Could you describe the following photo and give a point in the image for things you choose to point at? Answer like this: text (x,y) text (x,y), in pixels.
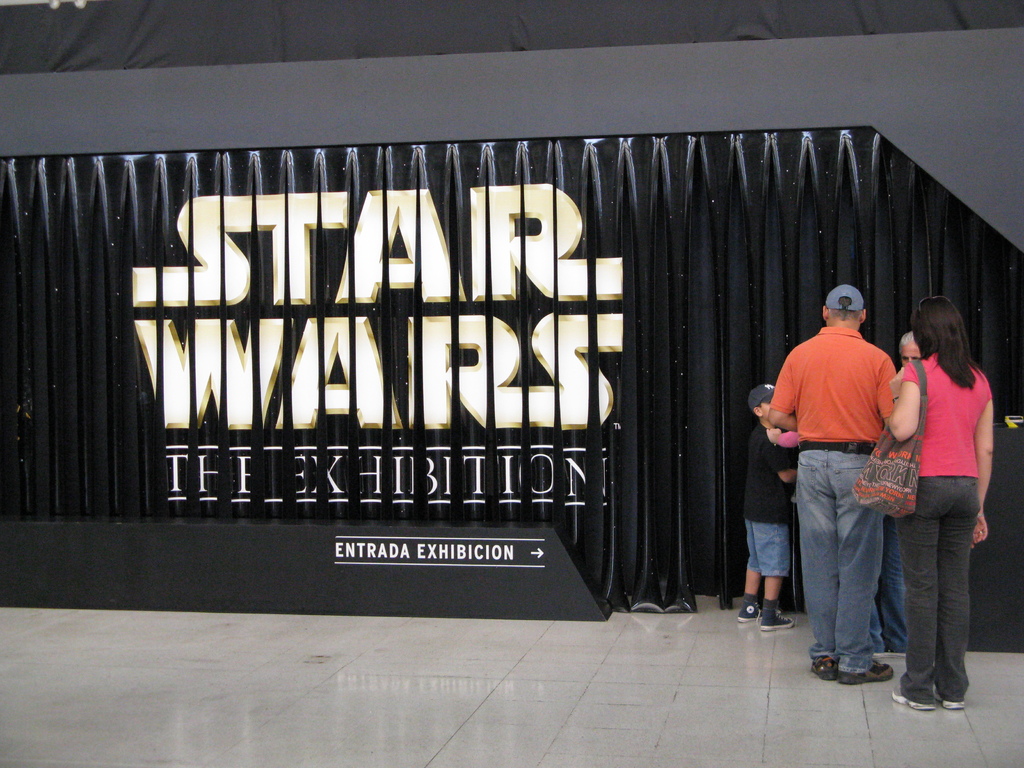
In this image we can see a few people (967,453), the lady (955,403) is carrying a bag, also we can see the text (368,324) on the wall (583,309).
